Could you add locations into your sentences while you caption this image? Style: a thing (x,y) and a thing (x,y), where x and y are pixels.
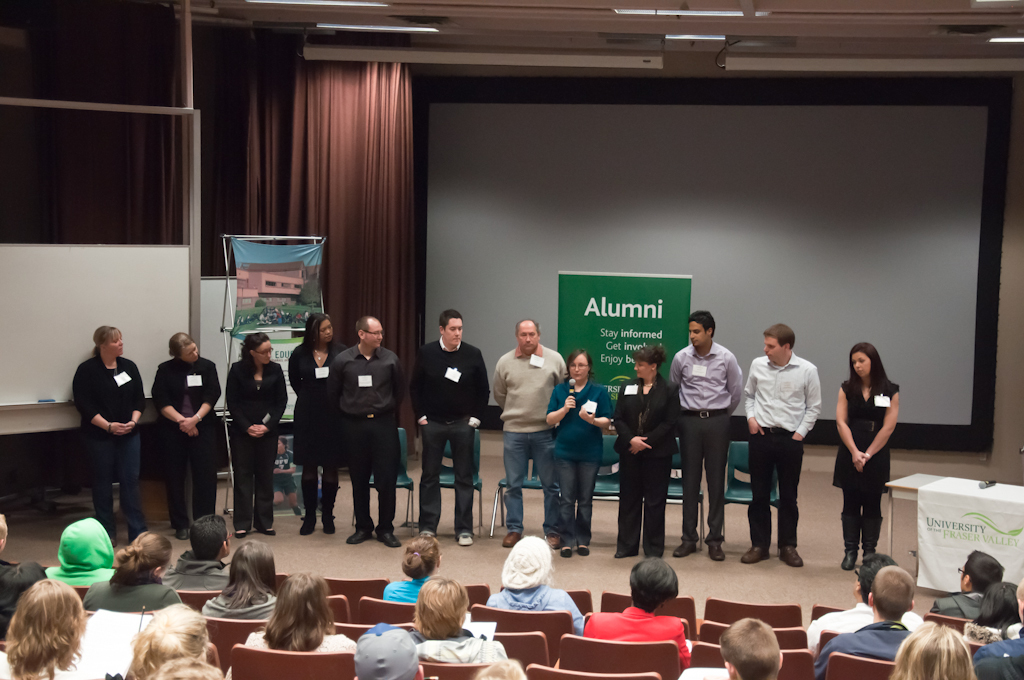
In this image we can see a group of people (710,530) standing on stage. one woman (594,427) is holding a microphone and an object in her hands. In the foreground (968,620) we can see a group of people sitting on chairs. In the background (725,193), we can see banners (270,292) with some text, a screen (454,158), a board (263,273) placed on a stand (229,273). On the right side of the image (989,505) we can see microphone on a table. At the top of the image (850,29) we can see some lights (701,12) on the roof (861,33).
